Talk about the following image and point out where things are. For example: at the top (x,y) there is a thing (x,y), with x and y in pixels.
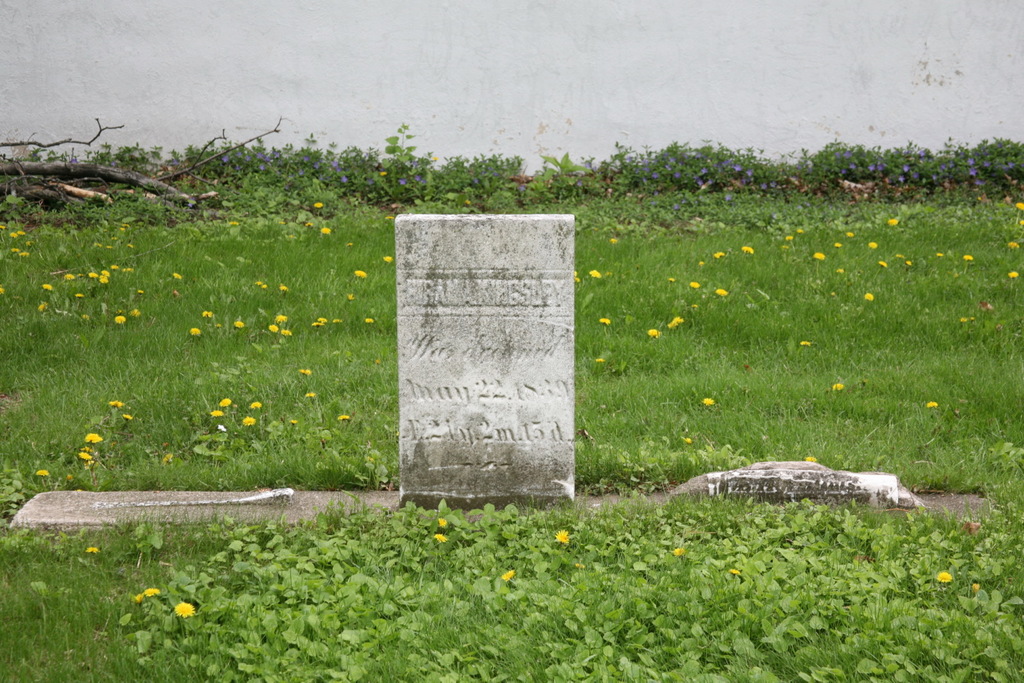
In this picture I can see there is a gravestone (567,495) and there are small plants (382,469) and grass (269,227) around it. In the backdrop (128,39) there is a wall (295,10).
